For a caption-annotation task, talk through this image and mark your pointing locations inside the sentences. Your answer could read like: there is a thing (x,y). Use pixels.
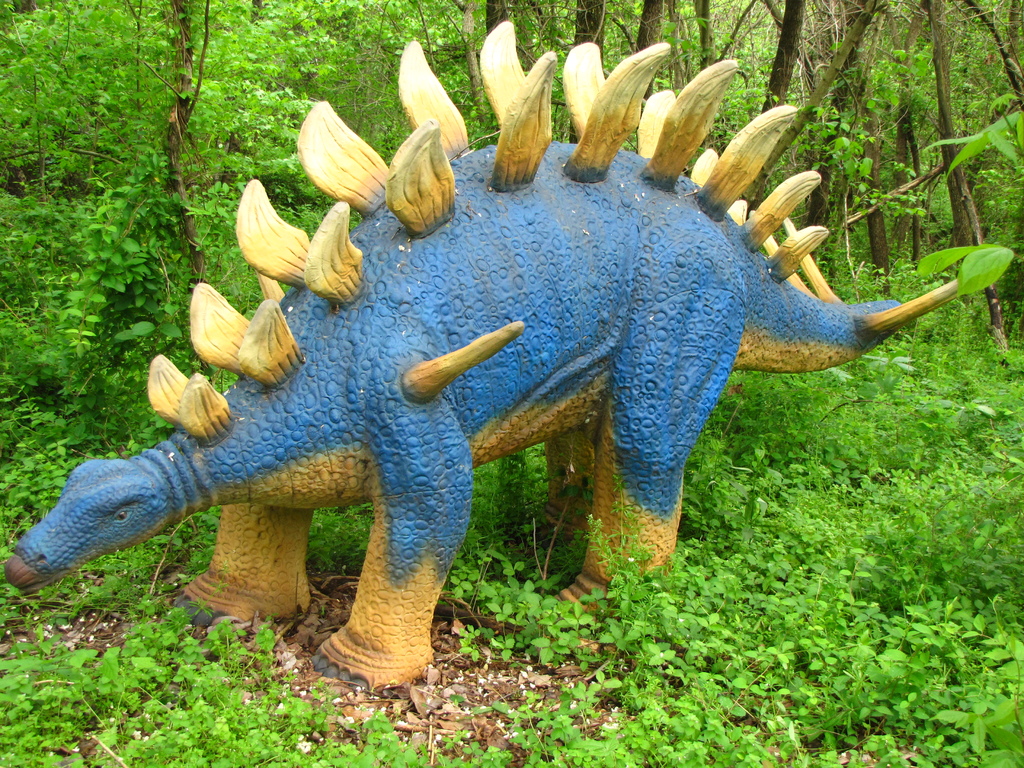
This image consists of a dinosaur (385,309). It is made up of concrete (689,426). It is in blue and yellow color. At the bottom (348,531), there are small plants (972,490). In the background (785,67), we can see the trees (747,80). It looks like it is clicked in a zoo (383,583).
